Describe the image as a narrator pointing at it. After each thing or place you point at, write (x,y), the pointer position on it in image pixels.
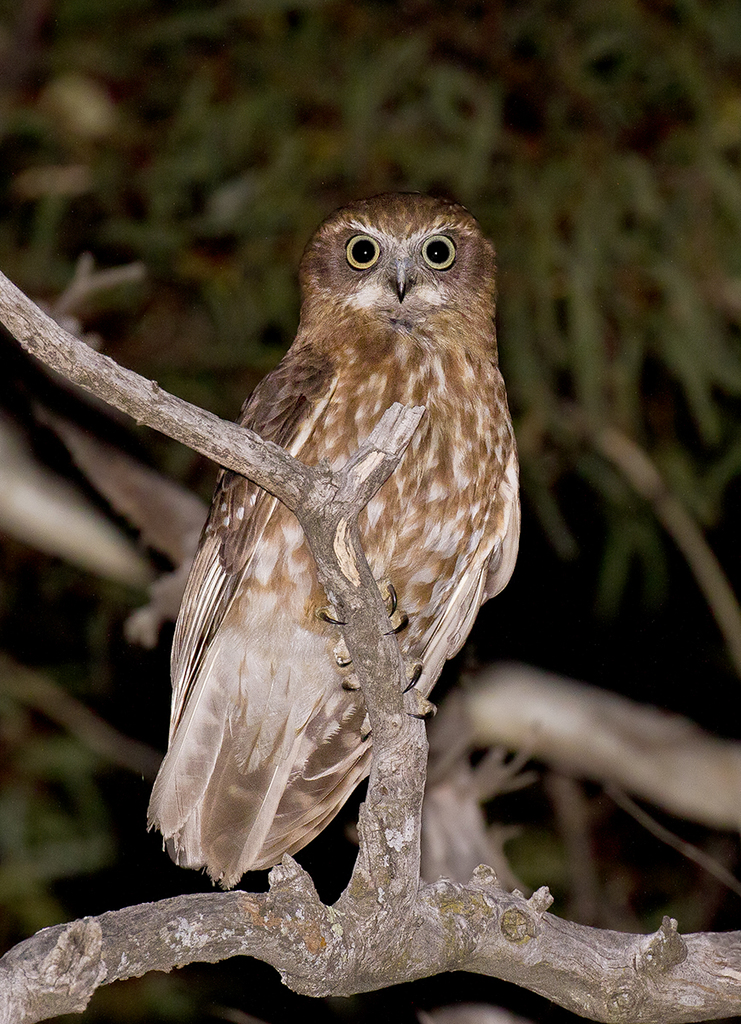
In this image, we can see an owl (326,670) on the tree stem (401,777). In the background (33,492), we can see leaves (694,281), stems (486,1021) and dark.
